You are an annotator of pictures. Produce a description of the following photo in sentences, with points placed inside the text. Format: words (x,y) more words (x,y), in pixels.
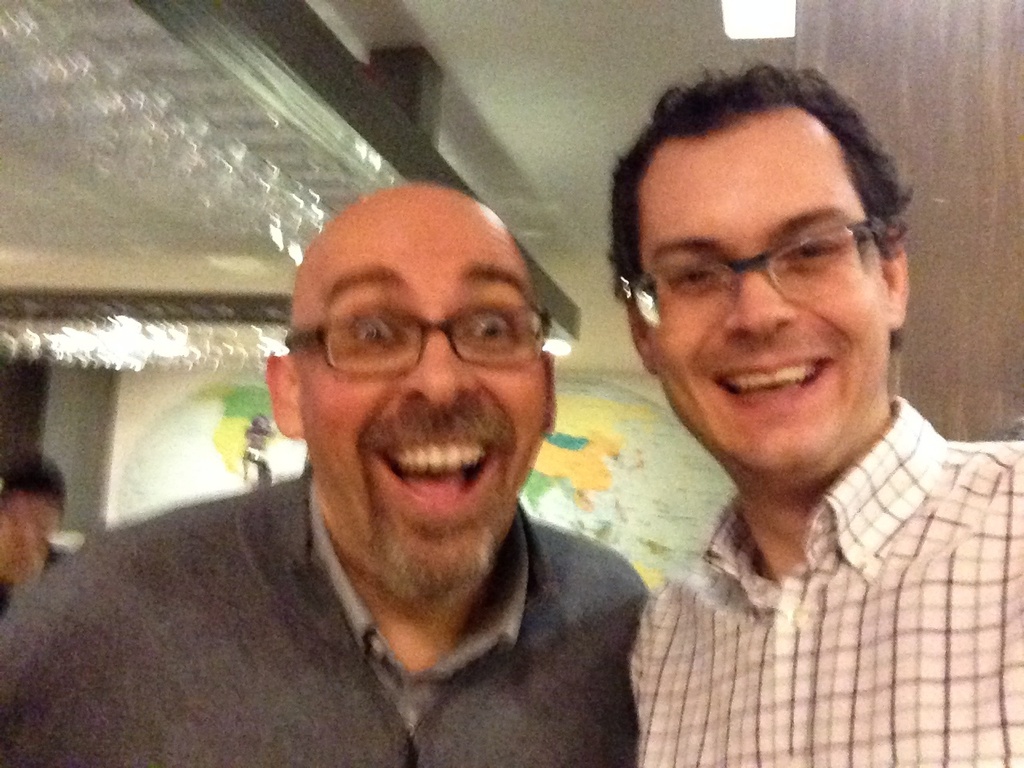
In this image we can see three persons (36,528), there is a map (589,411) on the wall (607,353), also we can see a light (768,24).
